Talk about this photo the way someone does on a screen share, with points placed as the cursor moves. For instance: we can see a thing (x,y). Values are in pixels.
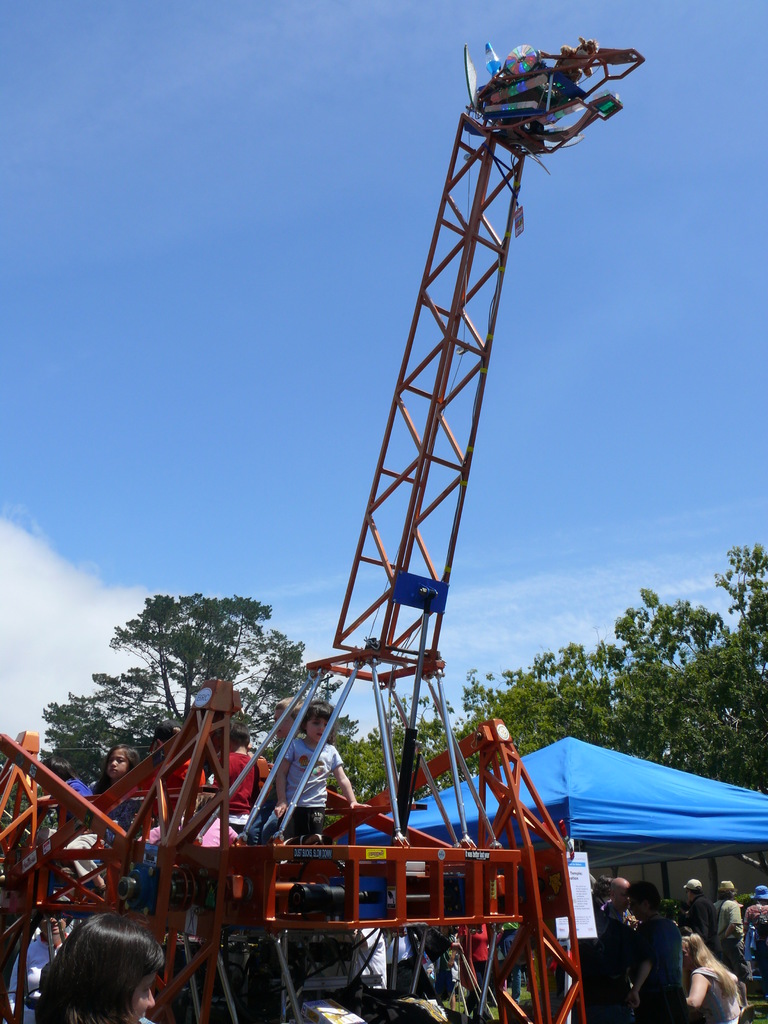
We can see in the image there are few people (718,969) standing and sitting. In the front (339,819) there is a giraffe sculpture (373,806), a cloth (551,799). Behind the giraffe sculpture (310,684) there are two trees (294,674). On the top (239,302) there is a sky (276,305).
